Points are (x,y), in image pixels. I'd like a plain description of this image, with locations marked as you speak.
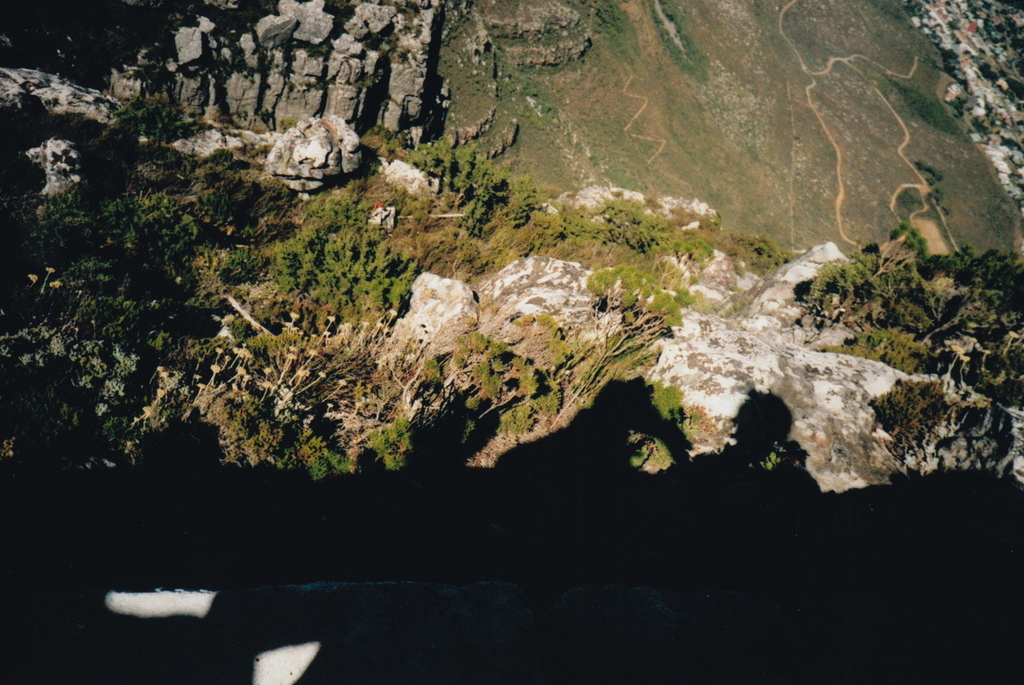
In this image there are trees (162,174) and there are rocks (303,56).
